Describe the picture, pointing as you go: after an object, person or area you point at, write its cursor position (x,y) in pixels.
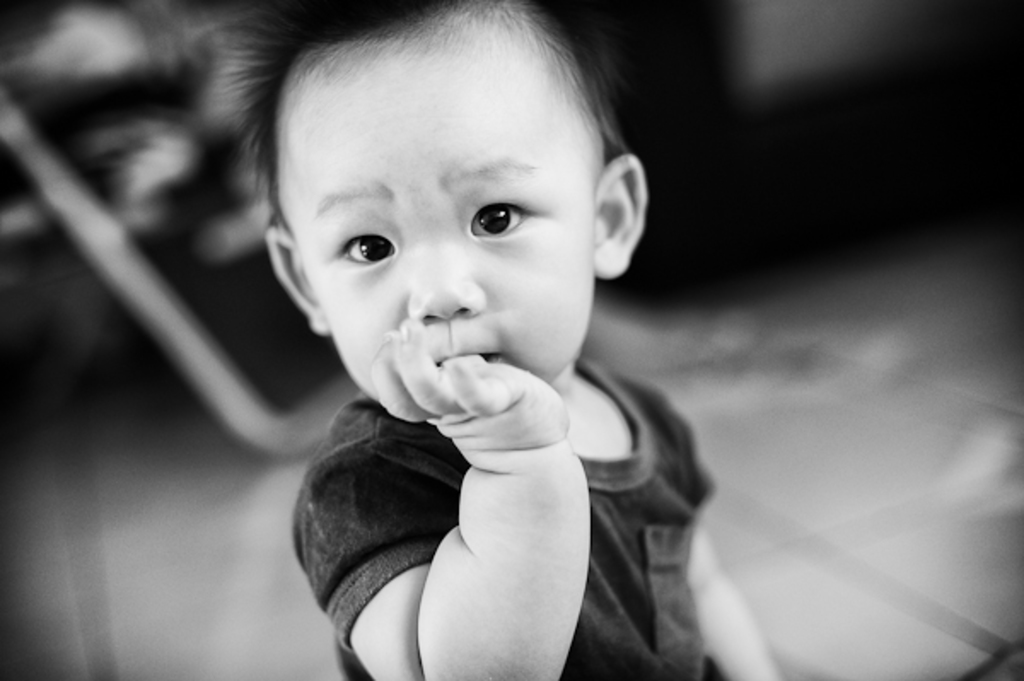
In the foreground (455,224), I can see a kid (389,429). The background (820,413) is blurry. This image is taken, maybe during night.
